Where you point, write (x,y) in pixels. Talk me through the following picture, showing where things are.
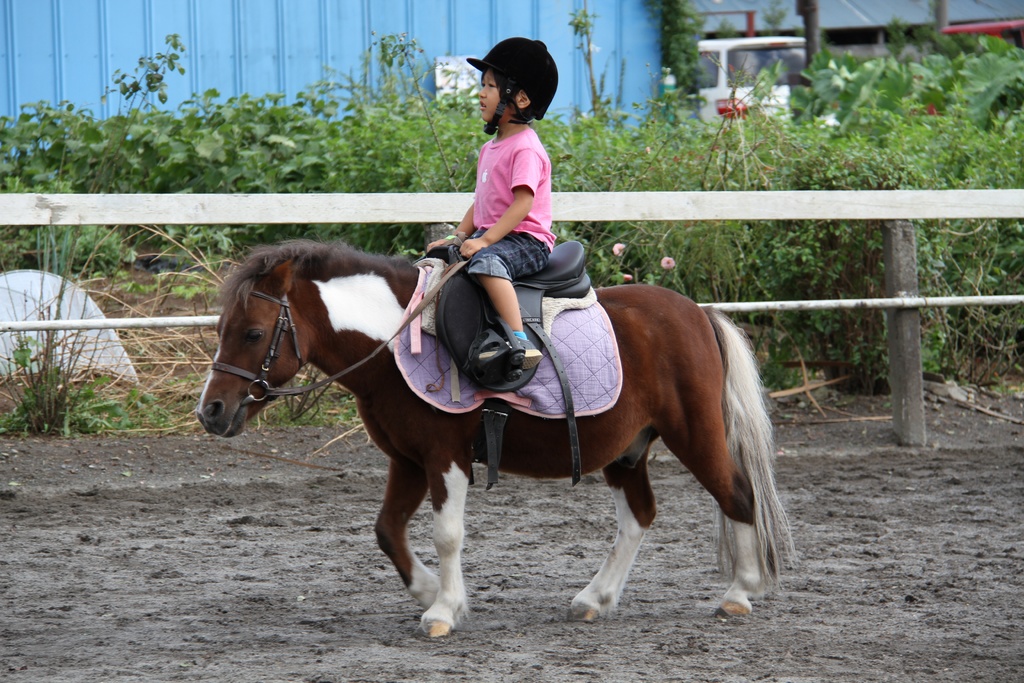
In this image I can see the child (462,247) sitting on the horse (465,415). The child (552,241) is wearing the pink and blue color dress (487,182) and also helmet (510,97). The horse (406,416) is in brown and white color. It is standing on the ground (369,555). To the side I can see the railing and the pink color flower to the plants (600,268). In the background (343,38) I can see the shed (469,33) and the vehicle (703,72).
